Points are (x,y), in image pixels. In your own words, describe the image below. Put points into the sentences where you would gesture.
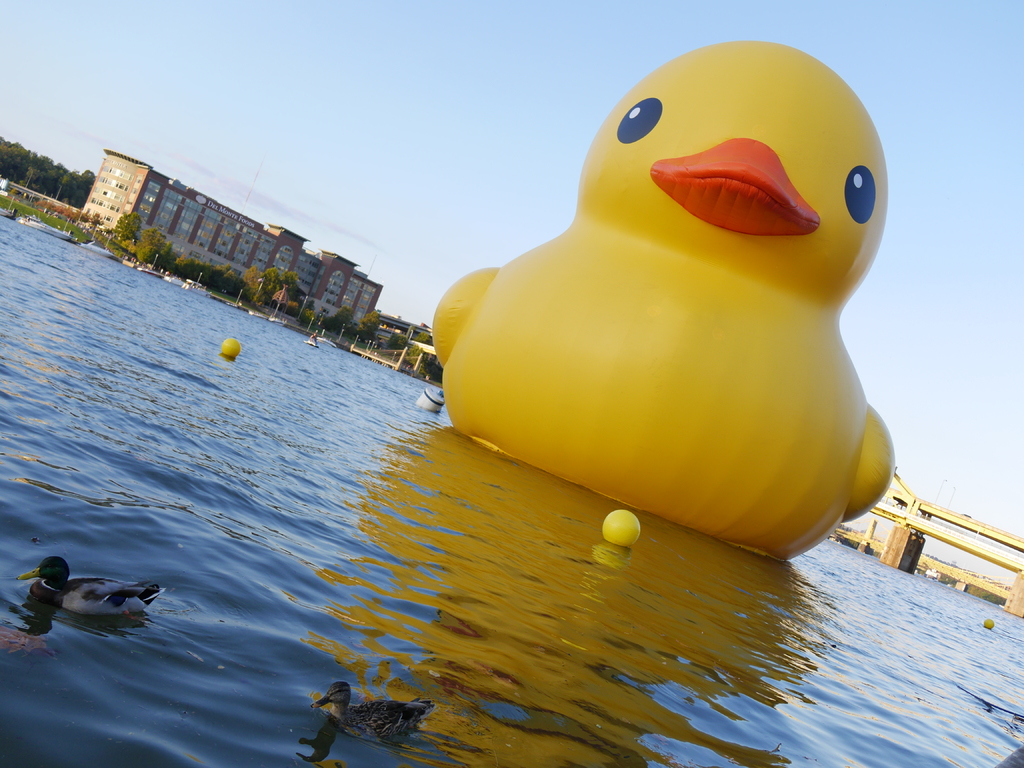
In the front of the image (291,604) I can see water (462,643), ducks (56,594), balls (631,524) and a giant inflatable duck (687,401). In the background of the image (1011,555) there is a bridge (903,529), pillars (897,534), trees (133,239), building (174,249), poles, boats (94,241) and sky (551,162).
